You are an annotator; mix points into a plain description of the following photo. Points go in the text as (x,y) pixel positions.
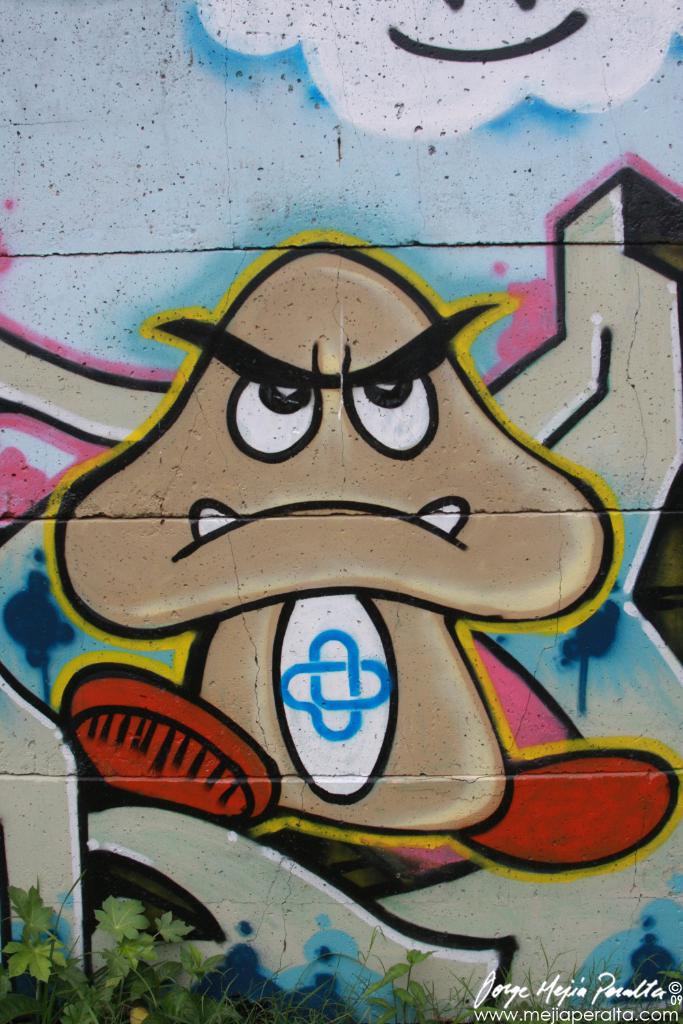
In this picture we can see plants (134,938), grass (362,996) and painting (369,593) on the wall (372,208). In the bottom right side of the image (675,982) we can see text (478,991).
